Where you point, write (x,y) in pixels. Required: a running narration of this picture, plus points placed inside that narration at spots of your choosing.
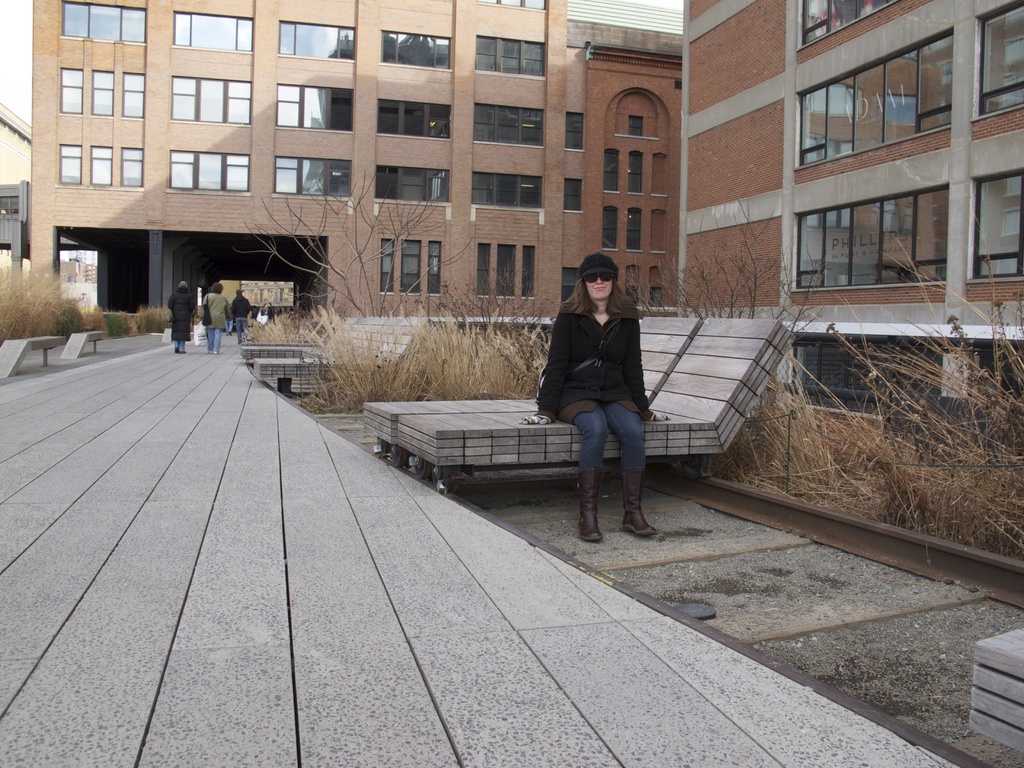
In this image i can see a woman (629,491) sitting on the bench (661,339) wearing a hat (605,259) and glasses (601,279). In the background (481,328) i can see the grass (446,350), a tree (369,308), a building (319,160), sky (5,66) and few people (216,318) walking.
